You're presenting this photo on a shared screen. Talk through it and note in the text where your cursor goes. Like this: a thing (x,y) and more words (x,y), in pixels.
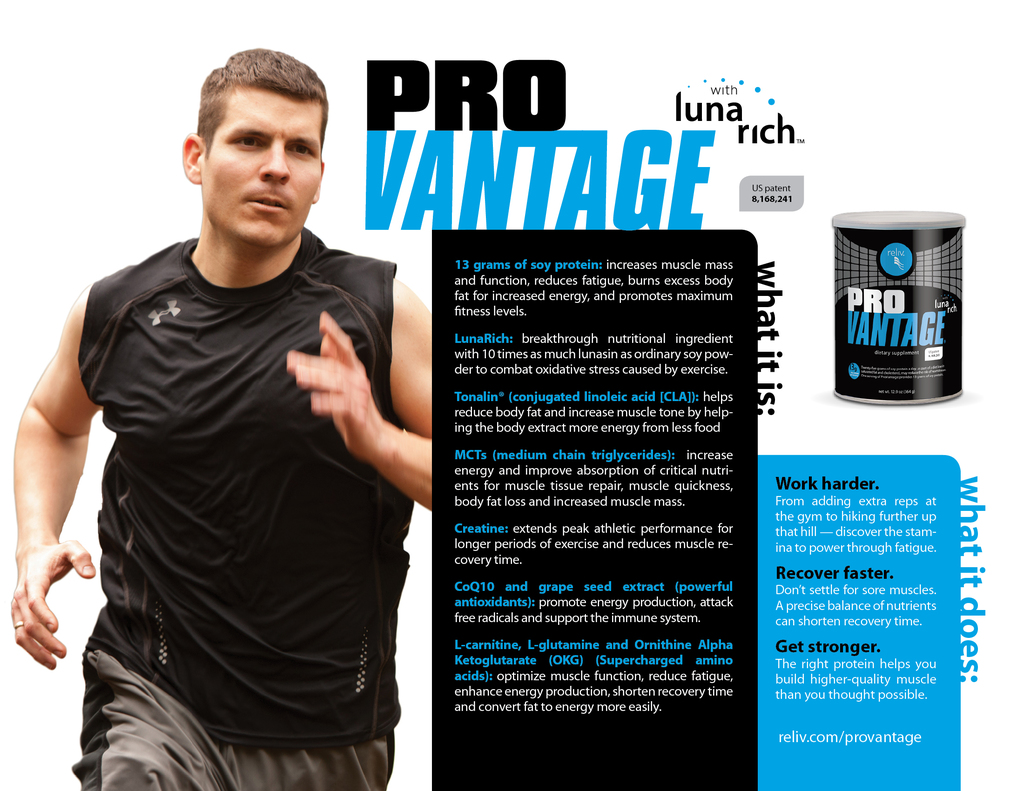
In the image we can see a poster (478,187), on the poster (479,284) we can see some text (857,293), box (845,277) and a person (422,368).
